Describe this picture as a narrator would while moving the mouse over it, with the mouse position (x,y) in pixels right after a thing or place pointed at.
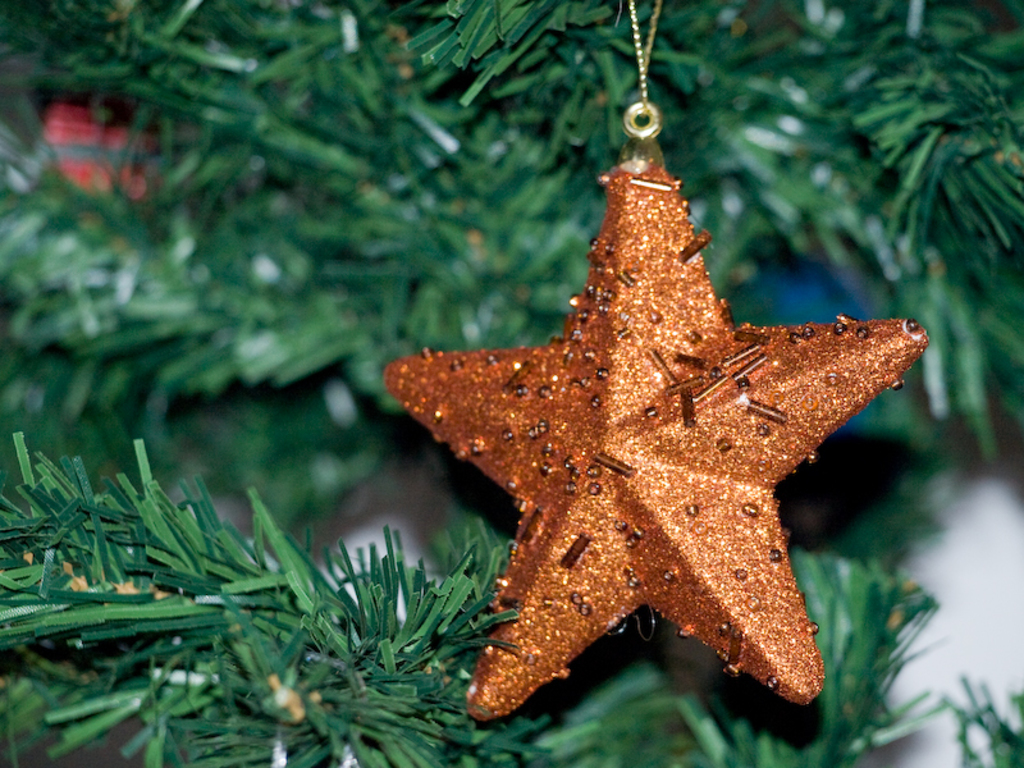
In this image there is a Christmas tree (217,639) with a little star (645,545) hanging to the stem (590,44) of a tree (594,211).
